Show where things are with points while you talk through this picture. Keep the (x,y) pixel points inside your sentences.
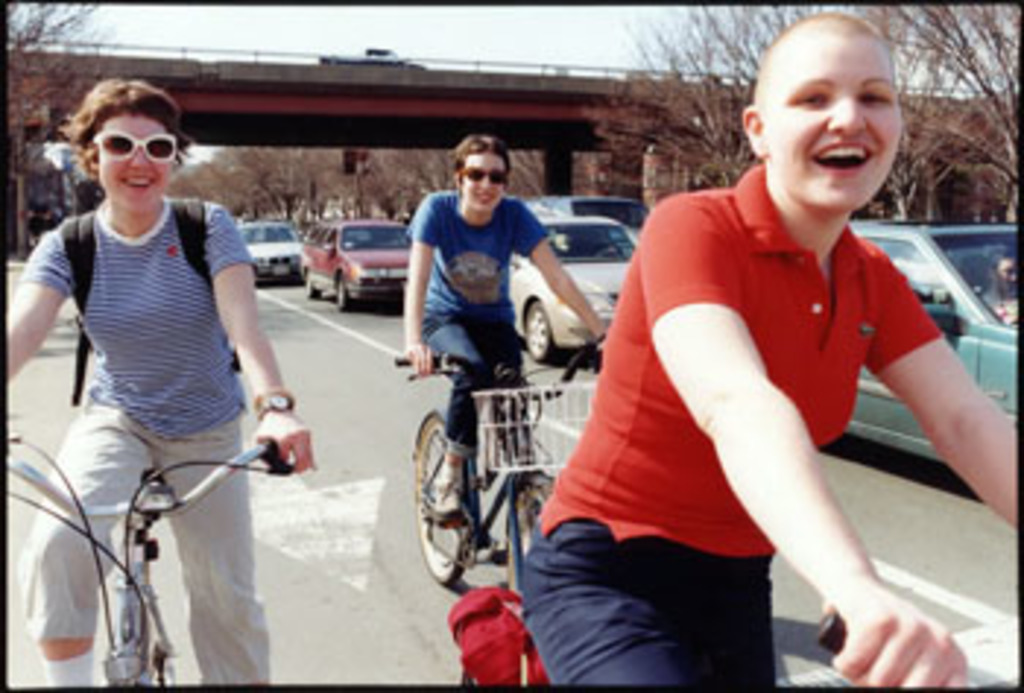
There are three people (443,317) riding bicycles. These are the cars (570,256) moving on the road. This is the fly over (451,97). I can see trees (712,82) at the background (676,134).
